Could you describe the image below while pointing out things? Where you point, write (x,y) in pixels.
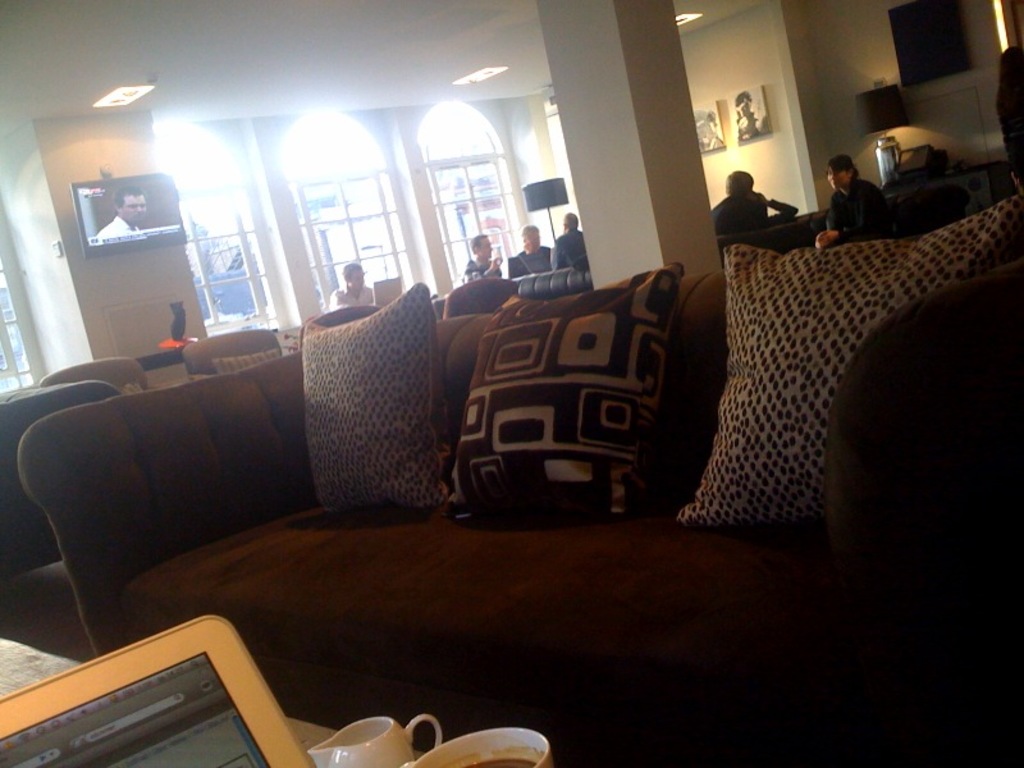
In this picture we can see some persons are sitting on the chairs (797,233). This is the sofa (339,535) and these are the pillows (720,461). Here we can see the screen (144,212). And there is a pillar (635,149). And these are the lights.
